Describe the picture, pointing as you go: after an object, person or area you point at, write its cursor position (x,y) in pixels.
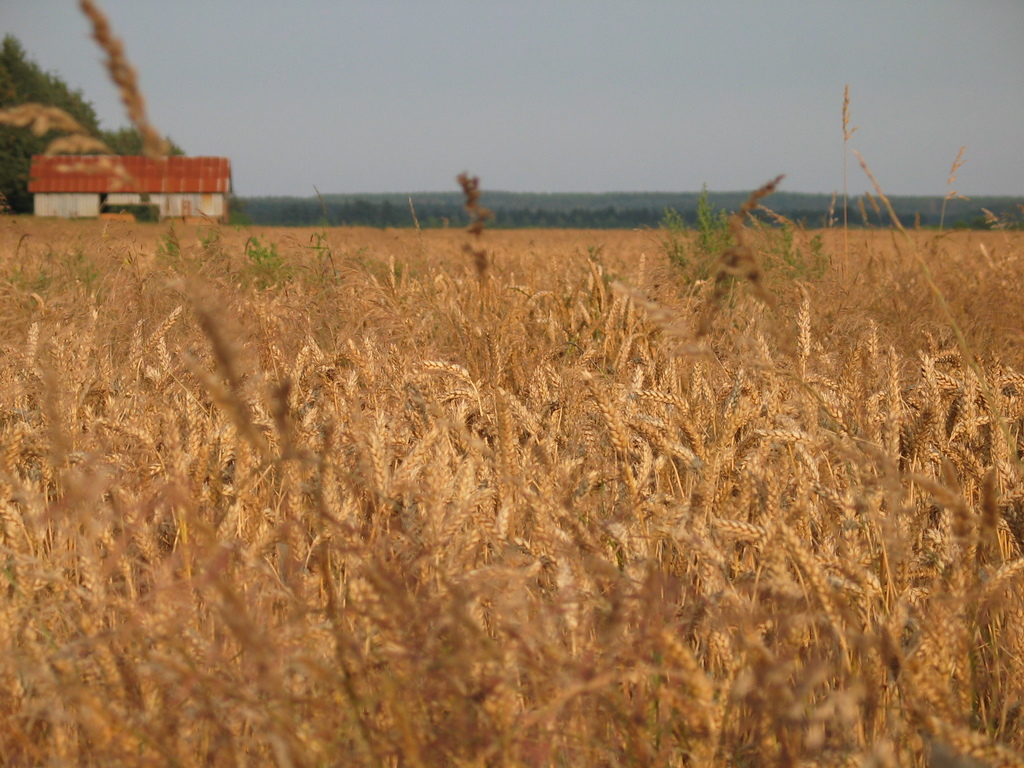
In this image in front (117,629) there is a food crop (566,444). On the left side of the image (166,201) there is a house (150,200). In the background of the image (51,79) there are trees (484,200) and sky (595,70).
